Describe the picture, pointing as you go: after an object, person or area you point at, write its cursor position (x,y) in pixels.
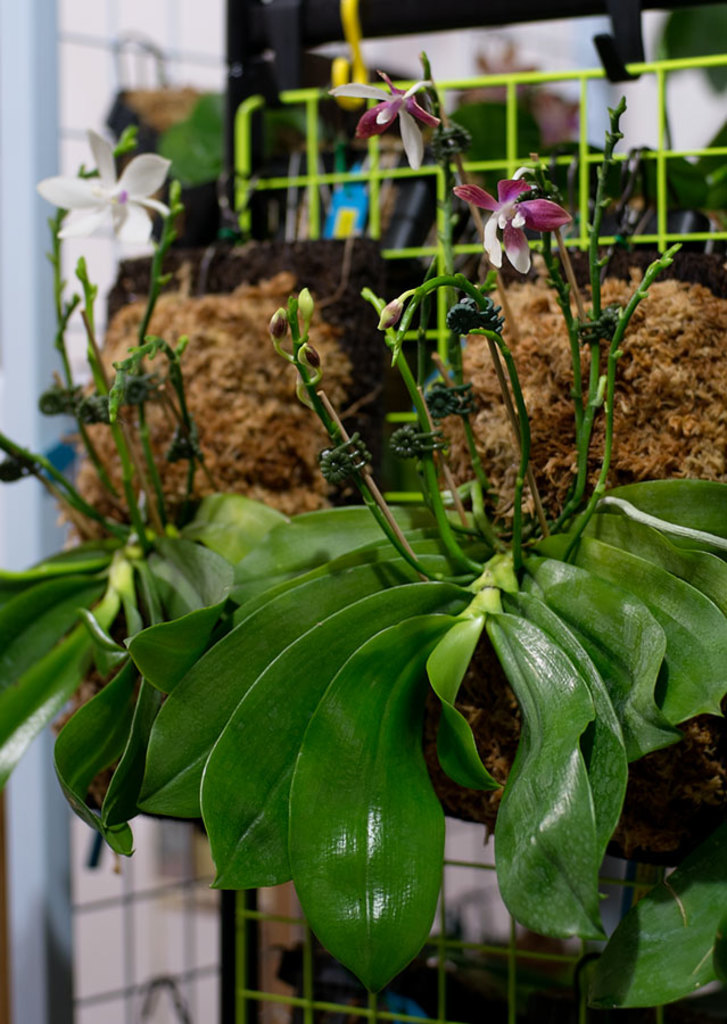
This picture shows plants (538,557) with flowers (384,112) and we see a metal fence (309,93).
